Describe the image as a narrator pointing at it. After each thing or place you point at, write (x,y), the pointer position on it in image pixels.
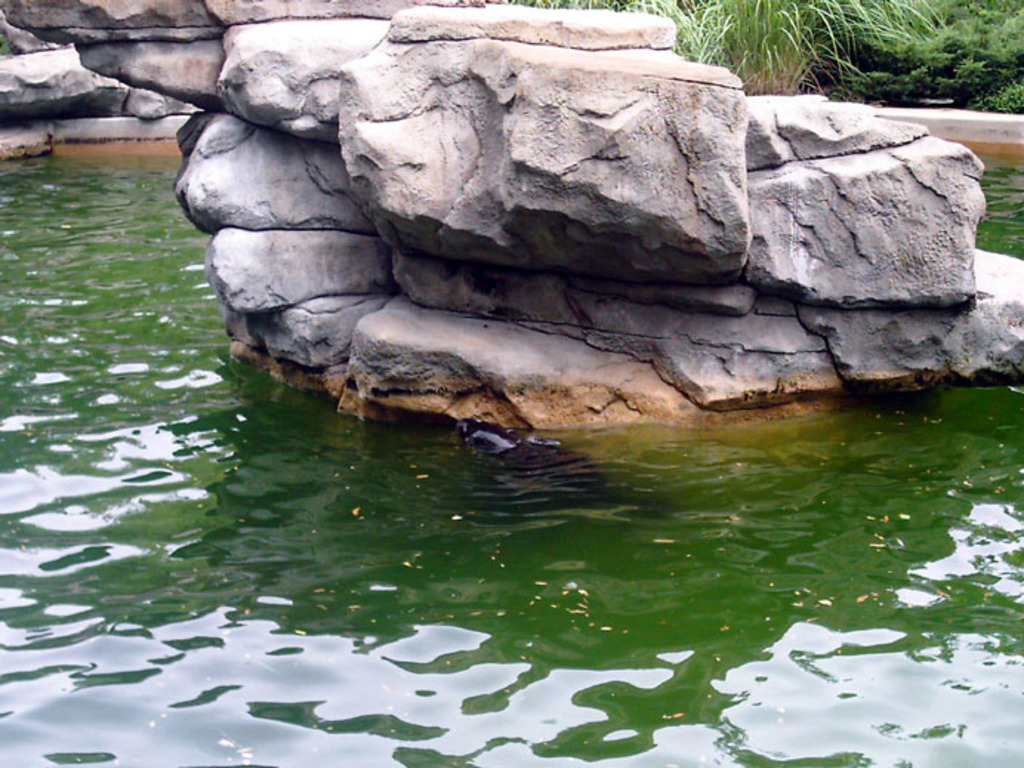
We can see a rock (504,379) on the surface of water (436,500) and there is a grass (805,23) in the top right corner of this image (867,72).
